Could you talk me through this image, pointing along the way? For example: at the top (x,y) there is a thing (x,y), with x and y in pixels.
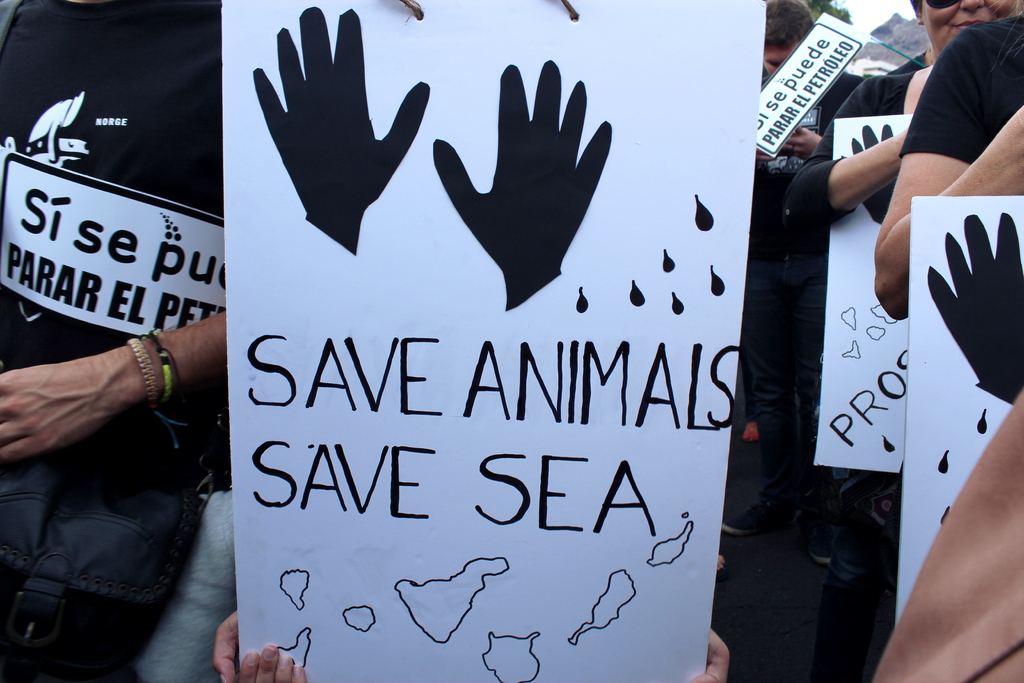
In the foreground of this image (278,652), there are hands (710,674) of a person (708,664) holding a white sheet (555,12) in the hands (266,660). In the background (155,145), there are persons (152,373) in black dress (92,346) holding placards (113,280) and the posters (940,484) in their hands (88,368).
